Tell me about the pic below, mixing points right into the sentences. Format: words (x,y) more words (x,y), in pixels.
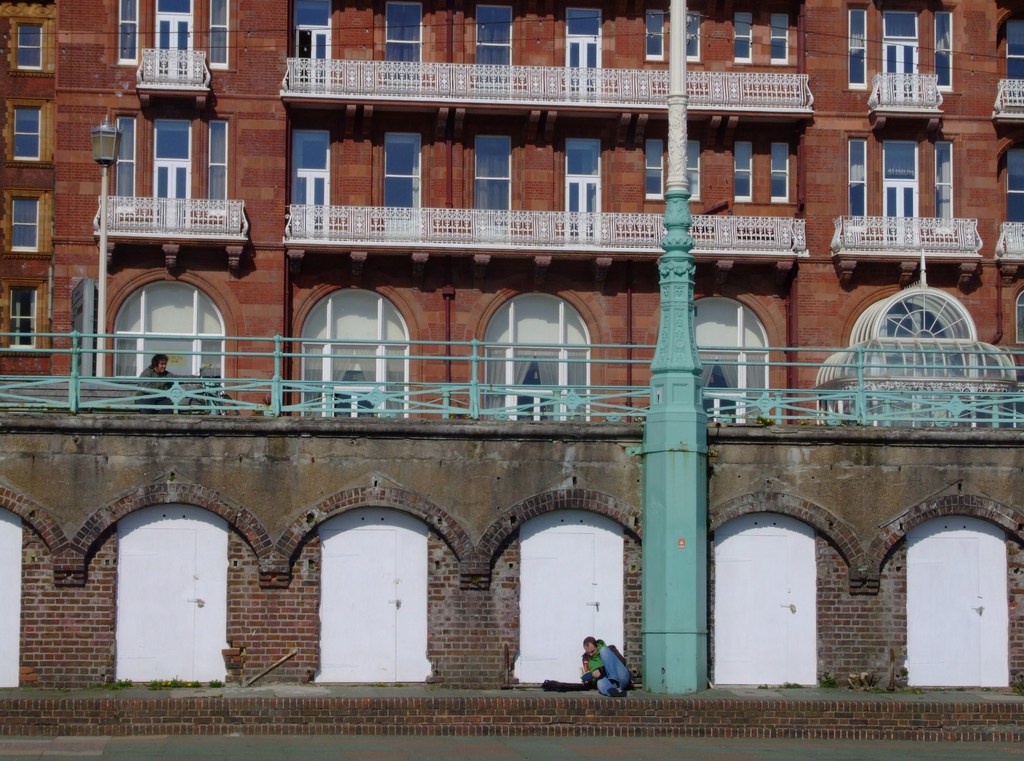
In this image we can see a building (502,157), glass windows (183,138), fence (883,395) and pole (653,387). In-front of this wall (506,574) there is a person (600,661). This is light pole (109,141). Beside this light pole (98,347) we can see a person (160,378).
